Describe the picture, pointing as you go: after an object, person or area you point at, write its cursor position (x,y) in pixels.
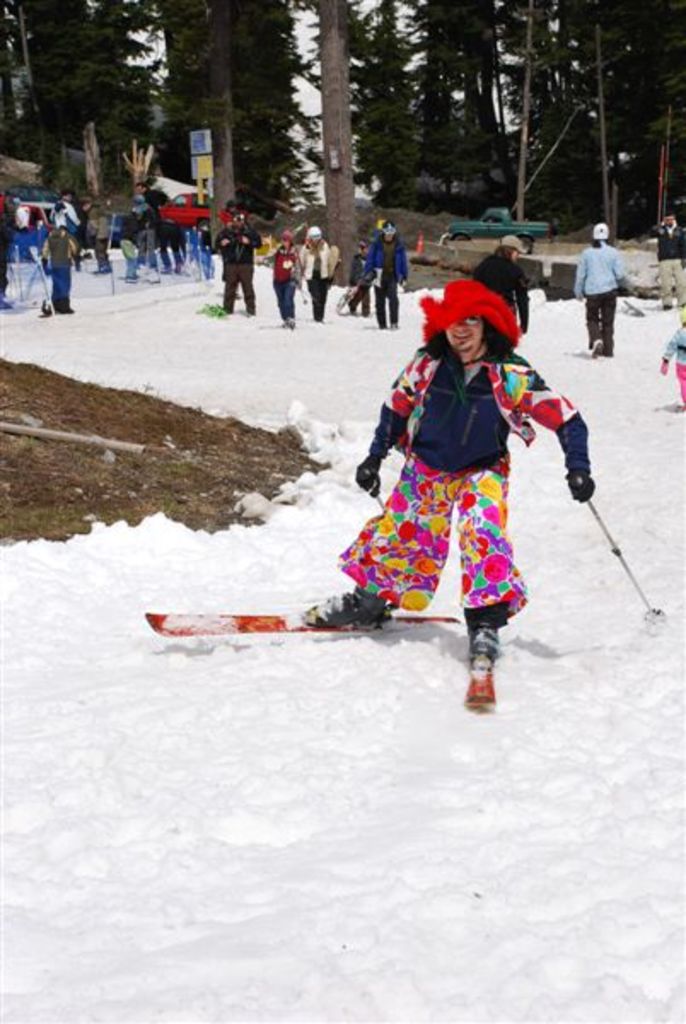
In the image there is a lot of snow surface (215,344) and many people (56,294) are standing on the snow surface (304,687) and in the foreground (424,504) there is a person (492,483) holding sticks (597,514) with the hands (364,486) and there are skis (483,699) to the legs (419,515), in the background (389,174) there are trees (593,60).
